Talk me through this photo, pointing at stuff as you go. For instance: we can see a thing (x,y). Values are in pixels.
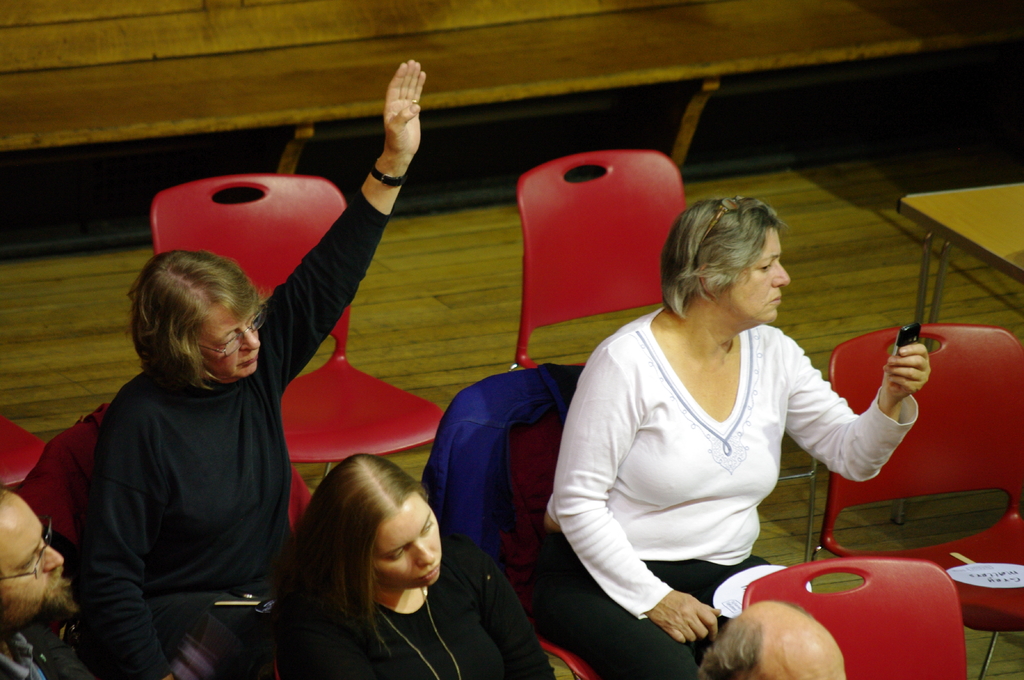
In the image in the center (601,448), we can see a few people (241,565) are sitting on the chairs (470,512). And the right side person (705,466) is holding the phone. In the background (634,108) there is a wall (562,17), table (992,190) and chairs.
